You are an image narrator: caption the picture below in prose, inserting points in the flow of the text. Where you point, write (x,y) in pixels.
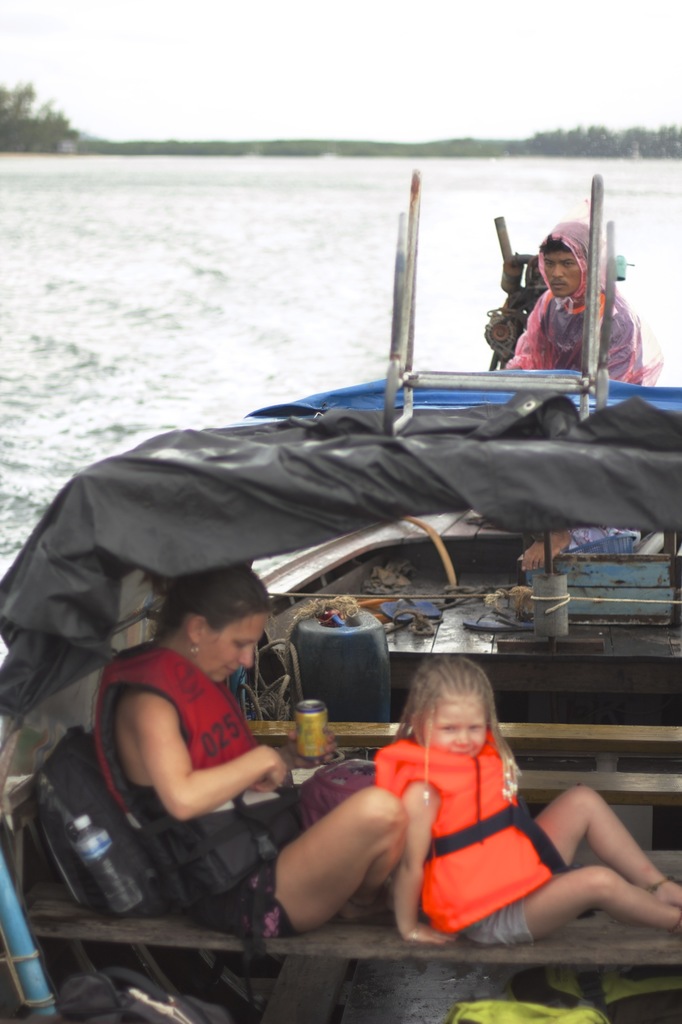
At the top of the image (178,122) we can see sky (137,84), trees (161,147) and water (166,291). At the bottom of the image (557,685) we can see a boat (376,736). In the boat (385,740) there are three people (181,791) of them two are wearing life jackets (466,794).
